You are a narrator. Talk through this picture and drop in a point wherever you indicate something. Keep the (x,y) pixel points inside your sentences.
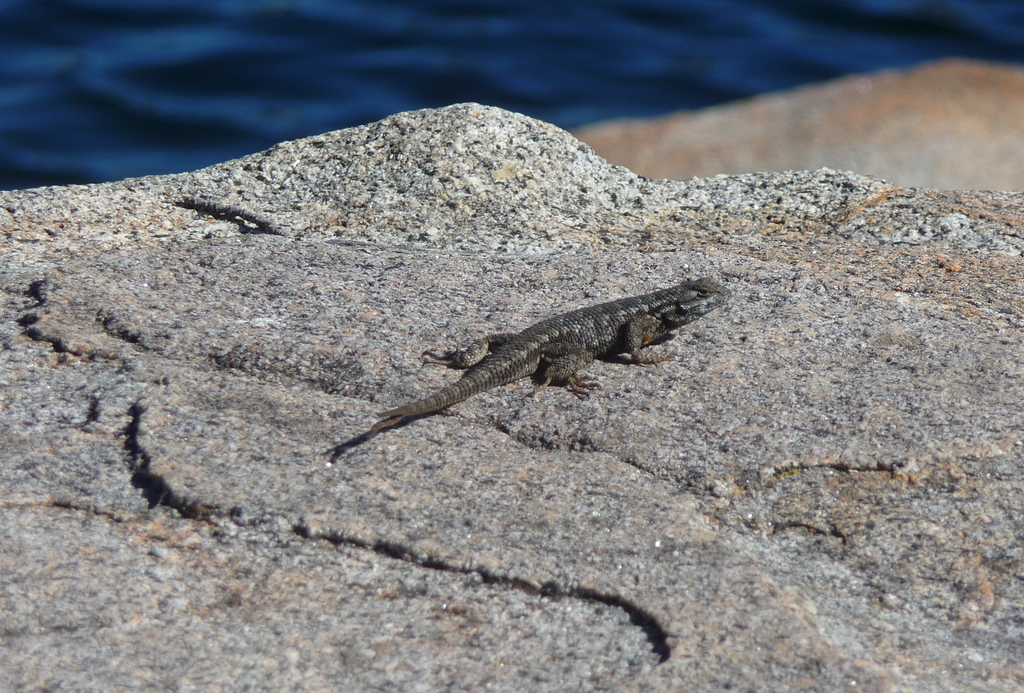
In this image we can see lizard (565,380) which is on stone (486,333) and the background (369,106) image is blur.
